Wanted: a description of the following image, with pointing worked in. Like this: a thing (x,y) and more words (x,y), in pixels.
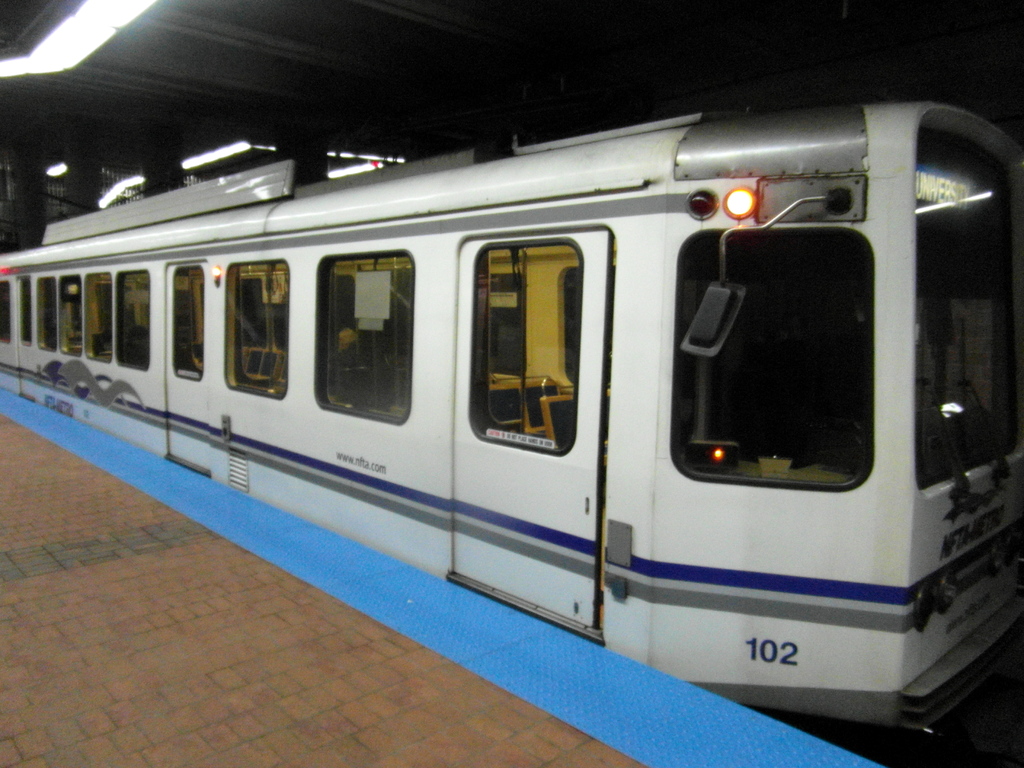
In this image in front (368,661) there is a platform (339,675). There is a train (520,359). On top of the image (138,185) there are lights (75,57).
